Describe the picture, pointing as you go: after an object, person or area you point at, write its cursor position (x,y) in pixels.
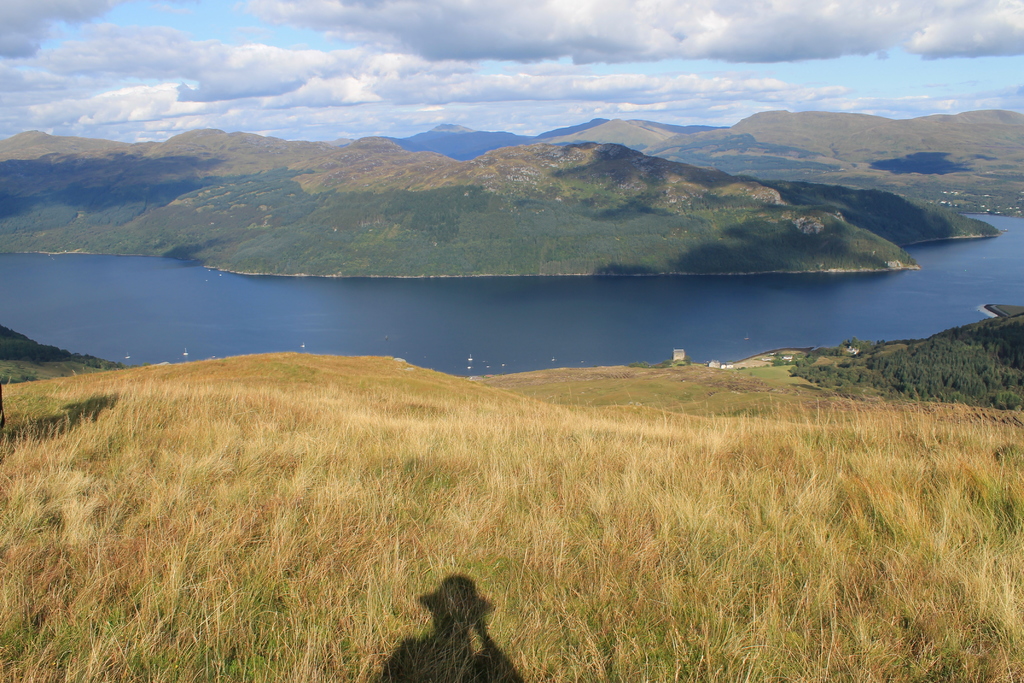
There is a hill (552,417). On that there is grass (507,562) and we can see a shadow (446,621) of a person (449,614). In the back (364,322) there is water (648,325), hills (567,147) and sky (560,48) with clouds (559,45).
